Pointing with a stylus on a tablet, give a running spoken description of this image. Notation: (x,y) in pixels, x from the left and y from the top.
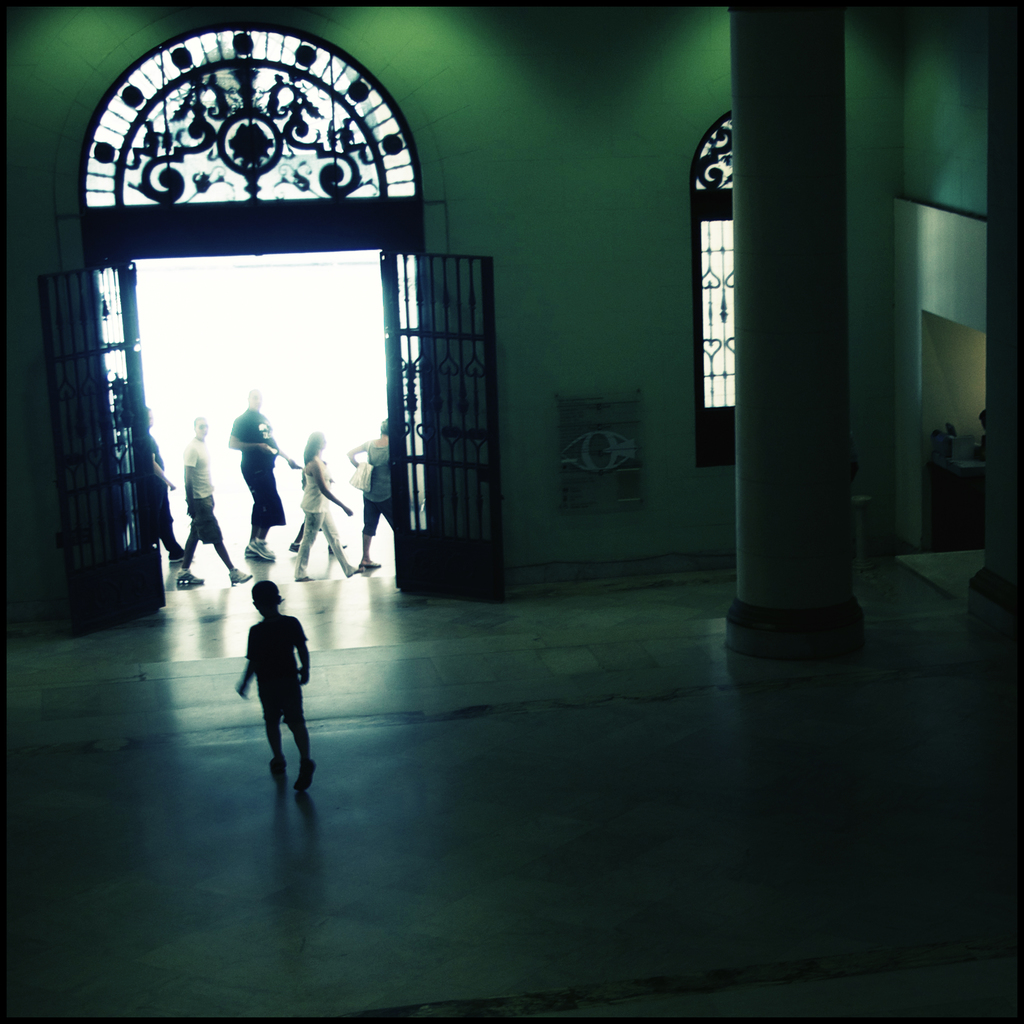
At the bottom of the image (279,695) there is a boy (272,681) walking. On the right (799,614) there is a pillar (742,117). In the background (471,157) there is a wall (475,209) and a door (450,270). We can see people (279,507) walking and there is a window (723,256).
